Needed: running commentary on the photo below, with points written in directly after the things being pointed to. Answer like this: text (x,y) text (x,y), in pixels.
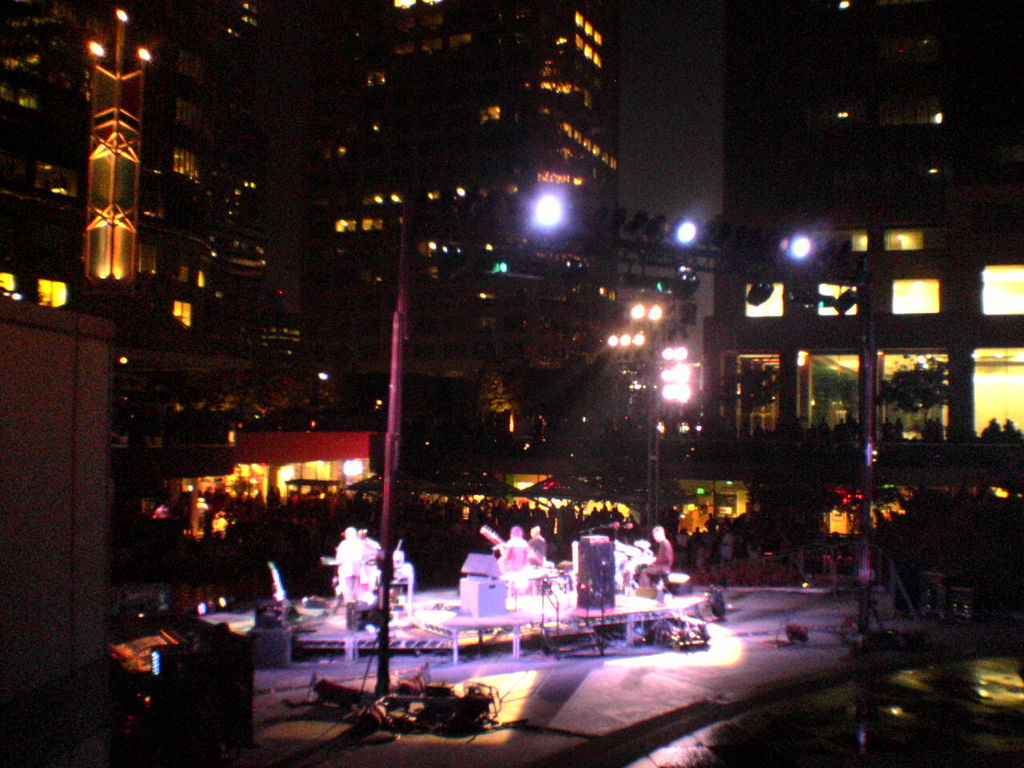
There is a group of persons (340,554) performing on the stage (486,624) as we can see at the bottom of this image (364,558). We can see buildings (718,393), lights (675,400), plants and trees (488,398) in the background (510,423) and the sky (696,213) is at the top of this image (664,85).
